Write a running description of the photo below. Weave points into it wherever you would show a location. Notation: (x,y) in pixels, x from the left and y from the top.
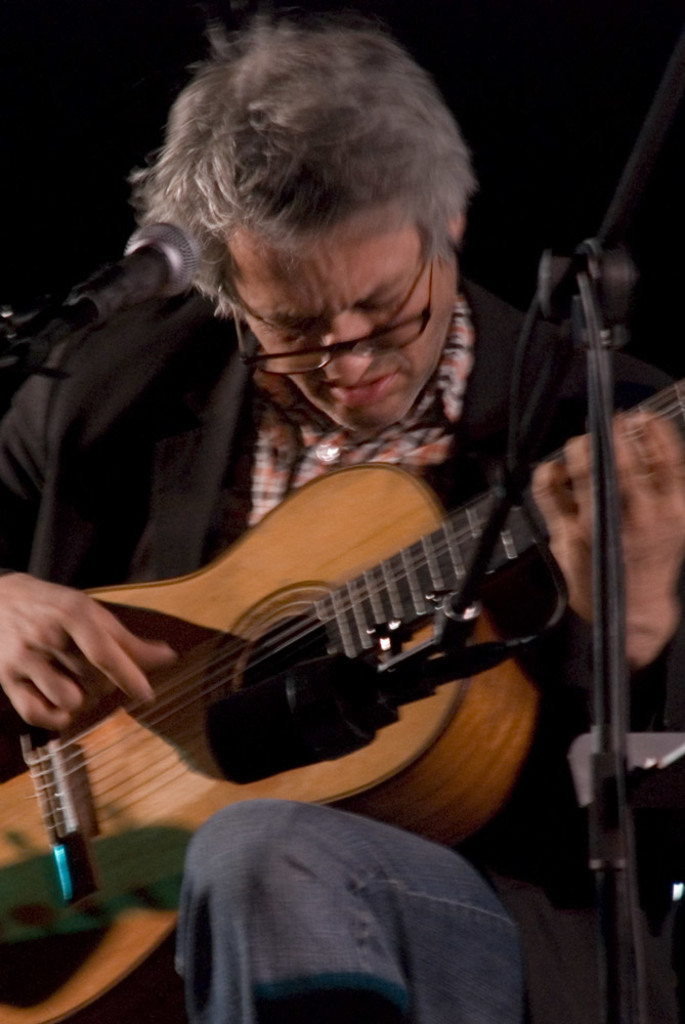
In this picture, we see man (152,501) in black jacket (171,417) and blue jeans (293,864) is wearing spectacles (358,345). He is holding guitar (296,535) in his hands (7,688) and he is playing it. In front of him, we see a microphone (150,258).
